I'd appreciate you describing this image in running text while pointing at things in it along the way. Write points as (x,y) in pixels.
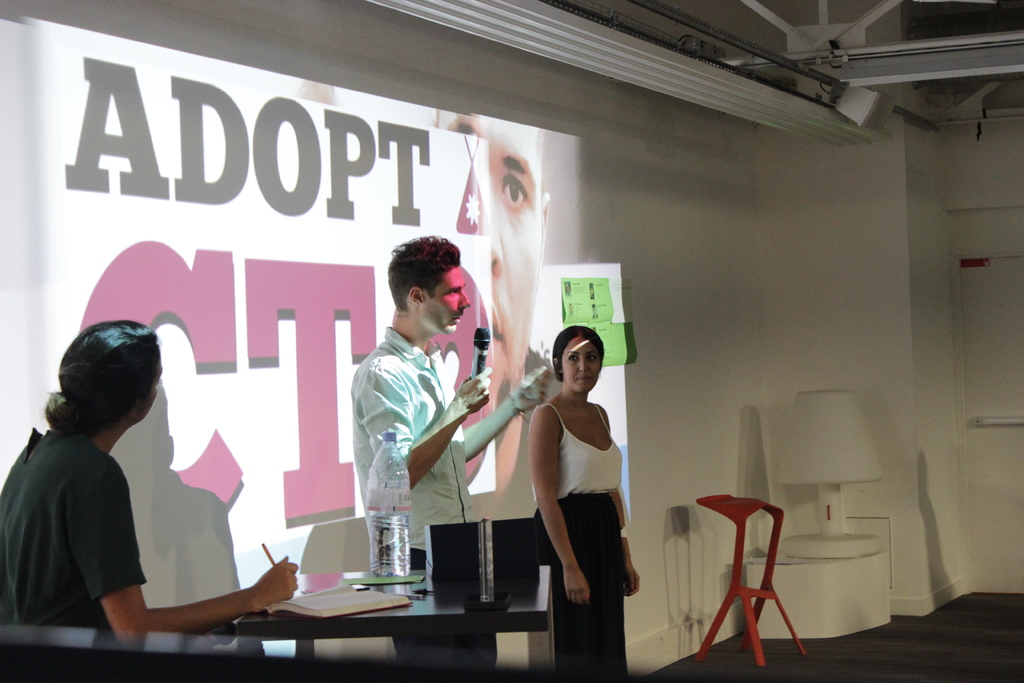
The picture is taken in a closed room (656,534) where at the left corner (72,521) one person (76,535) is sitting, in front of him one table (448,601) is there on which water bottle (400,535), paper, books (310,614) are present and one man (386,417) is standing in white shirt (430,389) and holding a microphone (473,369), beside him one woman (582,461) is standing in white and black dress (583,461) and behind them there is a one screen (245,322) and a text (192,312) written on it and at the right corner (777,577) there is one small white (818,576) on which a lamp (824,544) is present and a red chair (764,662) is present and there is a door (972,452) at the corner.
